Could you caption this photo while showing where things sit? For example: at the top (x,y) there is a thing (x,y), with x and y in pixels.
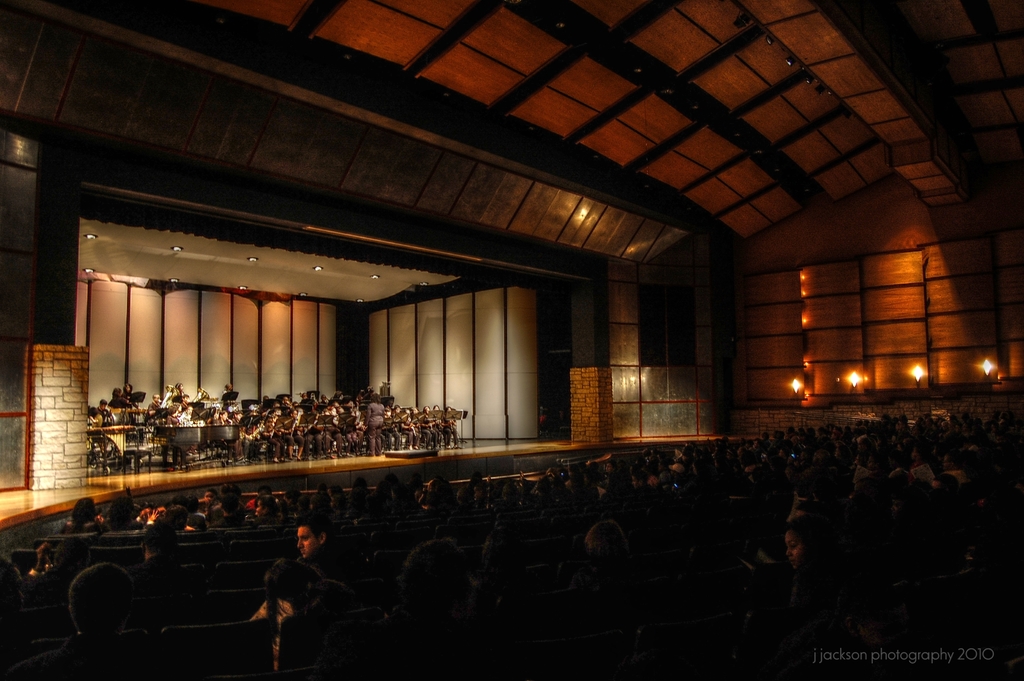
To the bottom of the image (601,536) there are many people (964,434) sitting on the chairs (928,606). In front of them there is a stage (512,442) with many people (152,412) are sitting and playing the musical instruments (232,433). Above them there is a roof (154,257) with lights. And to the top of the image (492,66) there is a brown color roof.
